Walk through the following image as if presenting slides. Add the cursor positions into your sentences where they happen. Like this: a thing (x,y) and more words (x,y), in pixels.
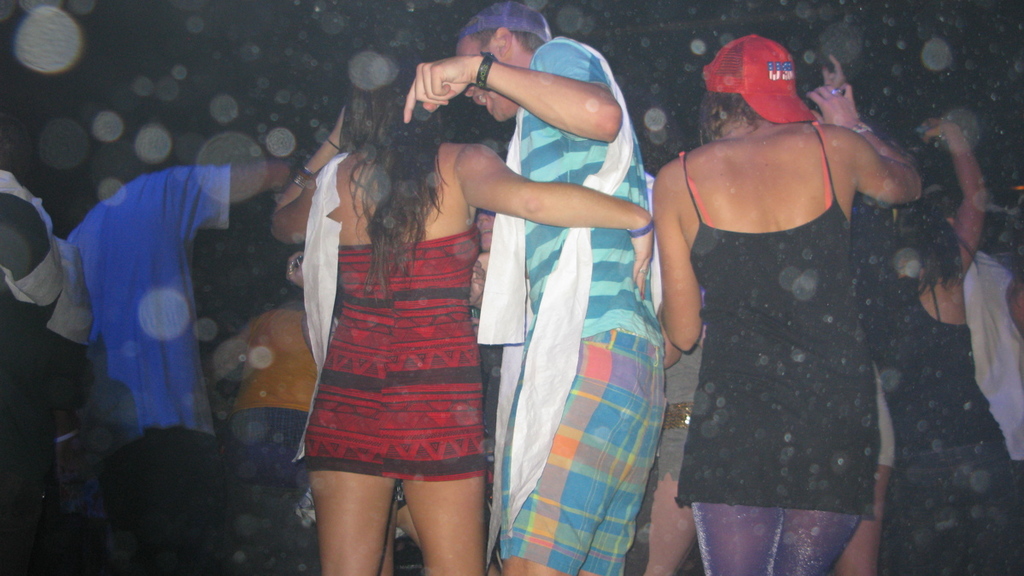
In this picture we can see a group of people (606,347) are standing and in front of the people (510,144) there is a dark background (1000,93).
